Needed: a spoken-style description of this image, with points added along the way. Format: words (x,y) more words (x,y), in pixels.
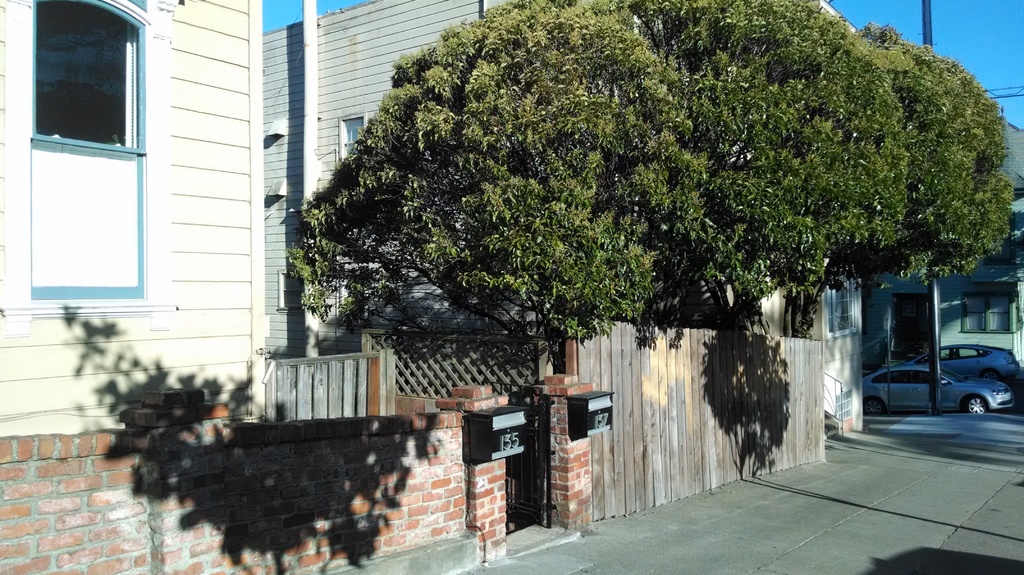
In this image there are houses (213,162), in front of the houses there is a brick wall (297,450) with wooden fence (396,393) and number boards (484,436) and there are trees (637,298), cars (938,380) and lamp posts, in front of the wooden fence (740,420) there is pavement (884,486).
